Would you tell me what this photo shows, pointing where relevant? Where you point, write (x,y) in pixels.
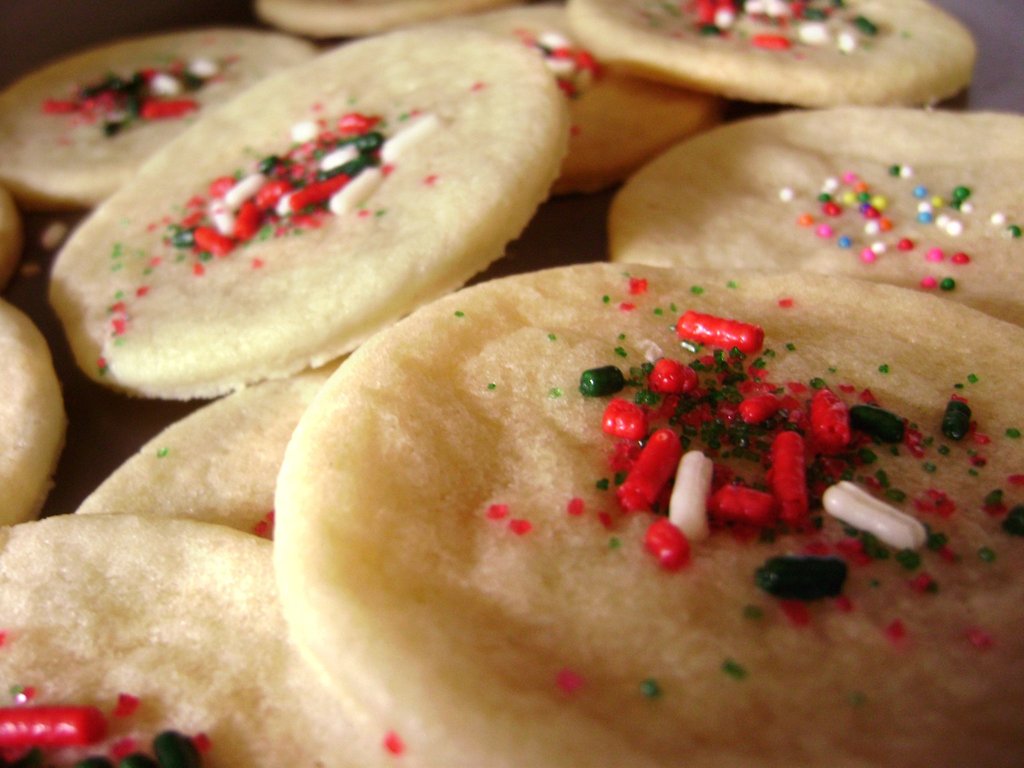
In the center of the image (425,307) there are food items (344,137).
